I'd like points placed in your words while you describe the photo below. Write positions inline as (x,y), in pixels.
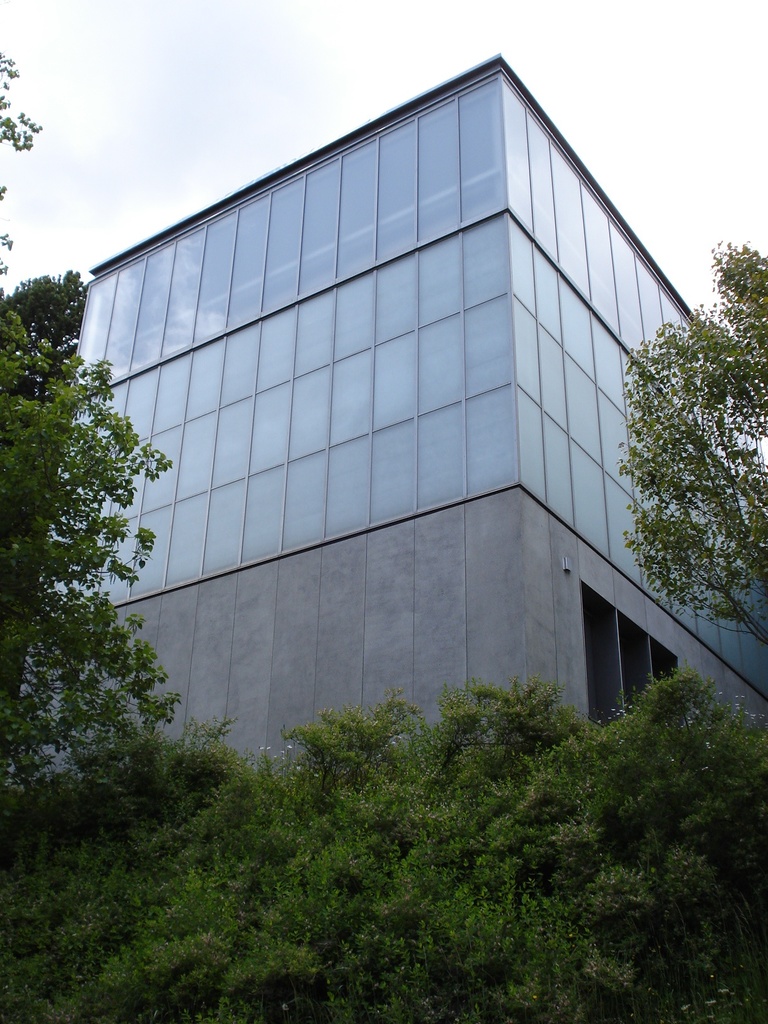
In the image there is building (323,528) in the back (323,528) with glass panels (403,383) all over it and in the front (300,895) there are trees (691,394) and above its sky (213,110).
